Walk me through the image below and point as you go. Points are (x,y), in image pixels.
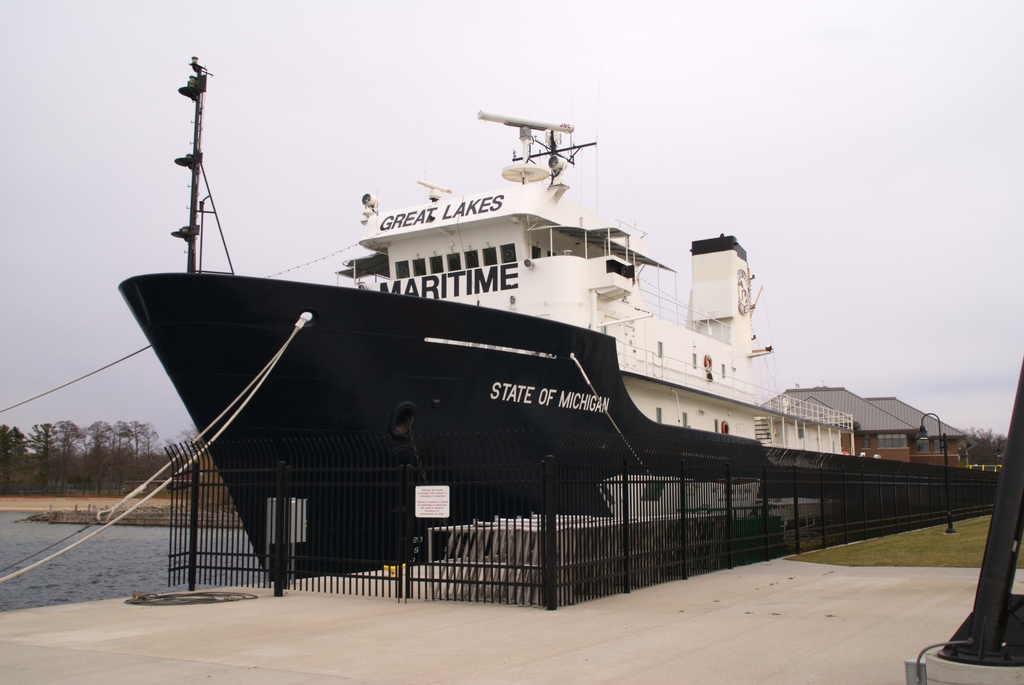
In the center of the image (392,415) we can see a ship (301,444) on the water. And we can see ropes (205,431) are attached to the ship (355,366). On the ship (418,256), we can see fences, some text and some objects (586,252). On the right side of the image (982,579), we can see an object (976,635). In the background (807,195), we can see the sky (786,51), clouds (808,350), trees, buildings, grass (914,560), one pole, fence (482,495) and board (420,495) with some text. Behind the fence (670,562), we can see some objects (517,550).
